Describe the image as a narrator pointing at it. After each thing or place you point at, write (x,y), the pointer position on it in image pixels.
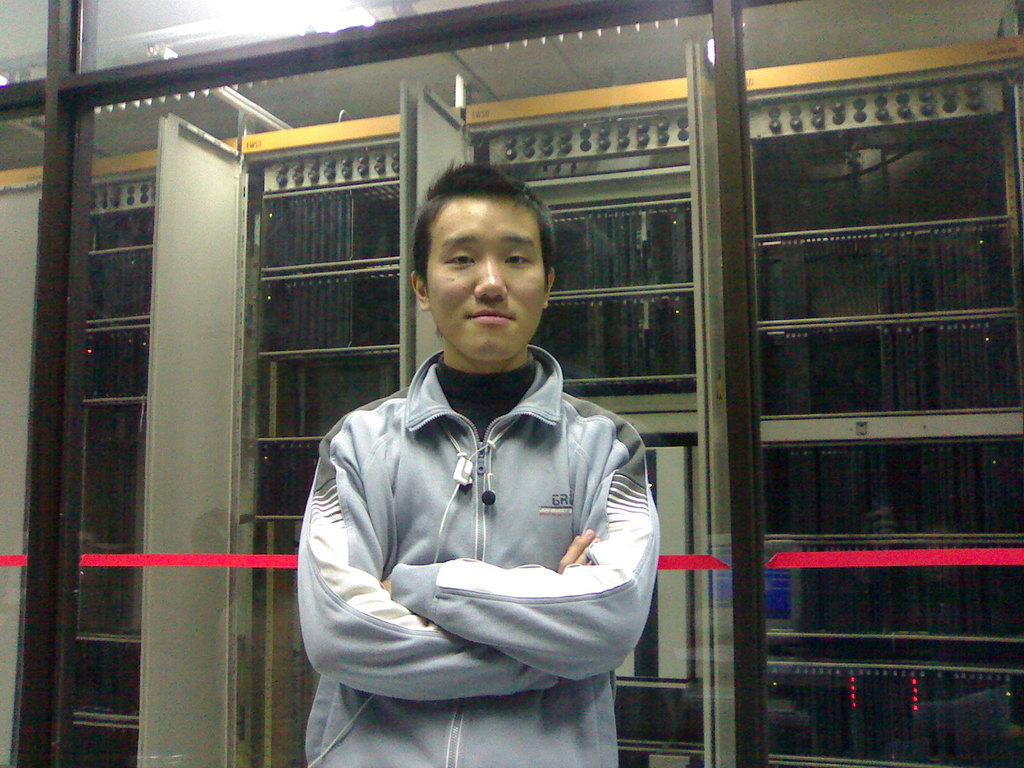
In this picture there is a man (470,291) standing. At the back (24,595) there is a glass wall (736,291), behind the glass wall (762,291) there are machines (227,376). At the top (197,16) there is a light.
